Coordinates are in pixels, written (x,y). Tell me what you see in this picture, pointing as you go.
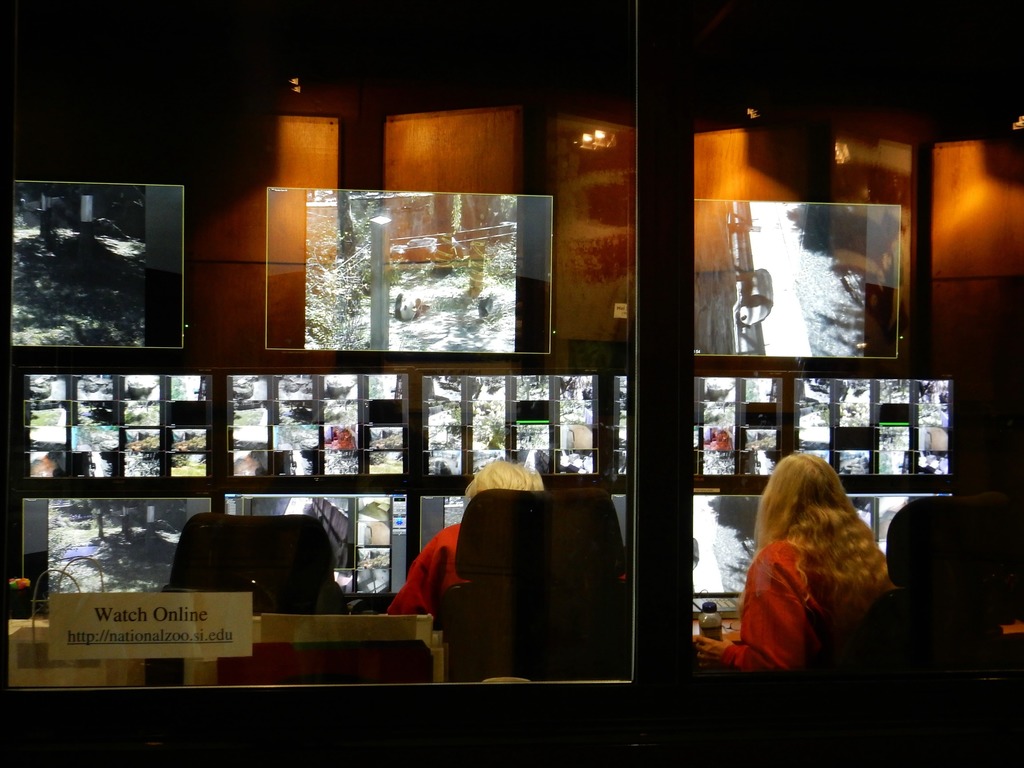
In the center of the image (551,408) there is a wall (600,700), banner (189,627) and one glass window (541,331). Through the glass window (536,334), we can see two persons (812,560) are sitting on the chairs (898,572). In front of them, there is a wall (568,265), lights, screens (578,376) and a few other objects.
